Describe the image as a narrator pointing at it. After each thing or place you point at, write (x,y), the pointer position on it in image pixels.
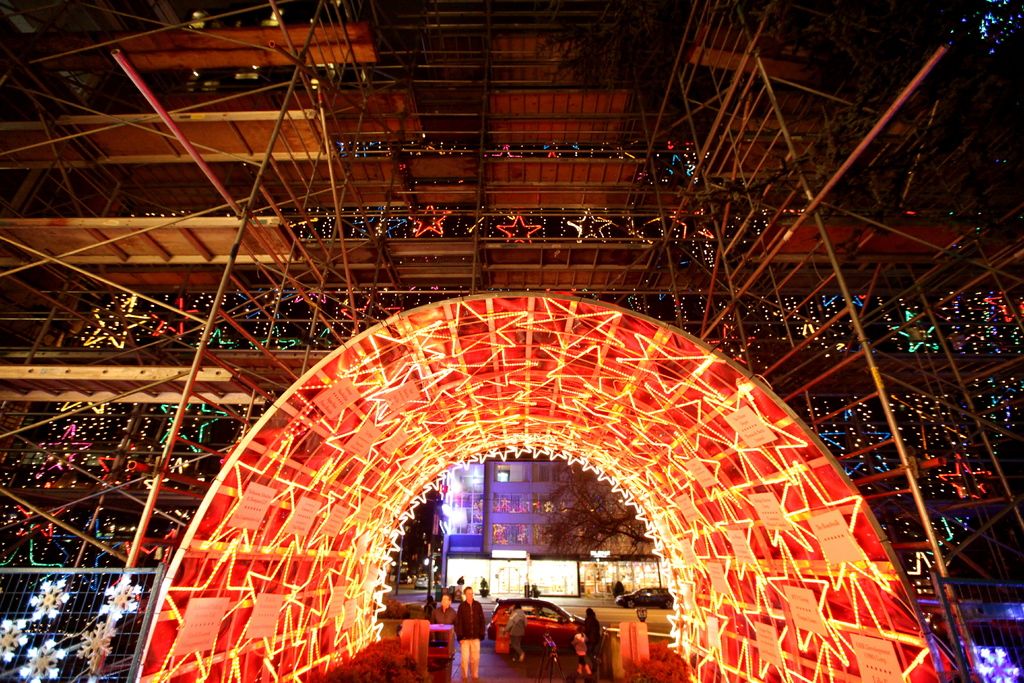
In this image we can see the entrance (693,339) of the building (484,376) with lighting (757,448). At the bottom (804,617) we can see some papers (745,435) with text (745,435) attached to the arch (302,544). At the bottom (511,638) we can see some people (441,621). We can also see the cars (552,633) on the road (622,610). There is also a building (554,543) and also a tree (579,537).
